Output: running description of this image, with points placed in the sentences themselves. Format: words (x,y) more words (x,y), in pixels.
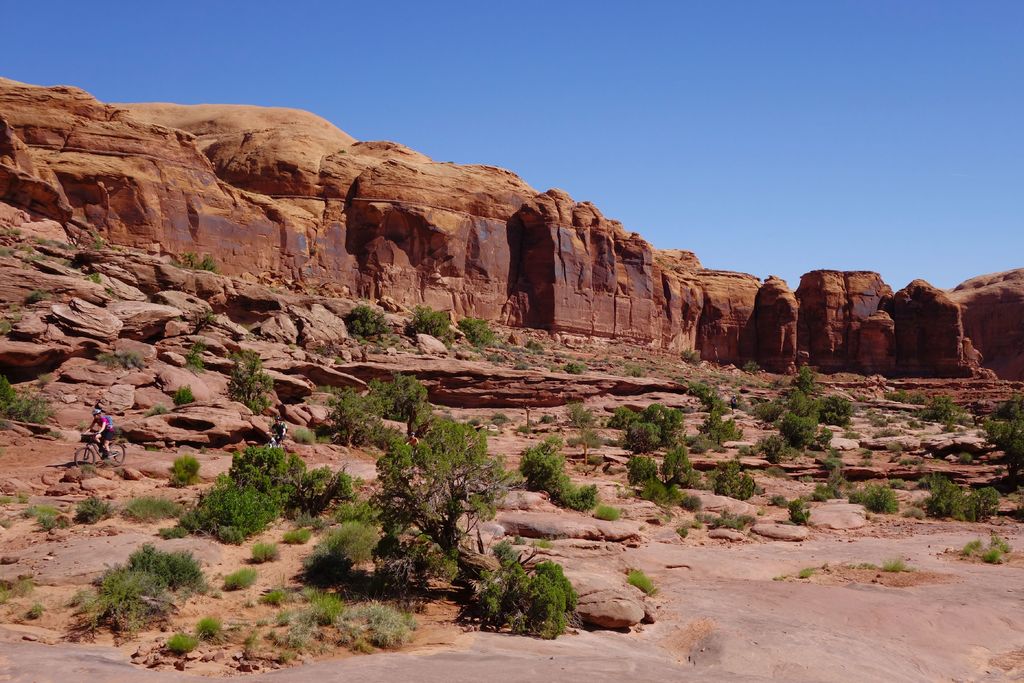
In this image, we can see rock hills (426,296), stones (95,390) and plants (413,559). On the left side of the image (35,447), we can see few people (104,439) are riding vehicles (89,436) on the walkway (22,444). Top of the image (935,122), there is the sky (553,110).
